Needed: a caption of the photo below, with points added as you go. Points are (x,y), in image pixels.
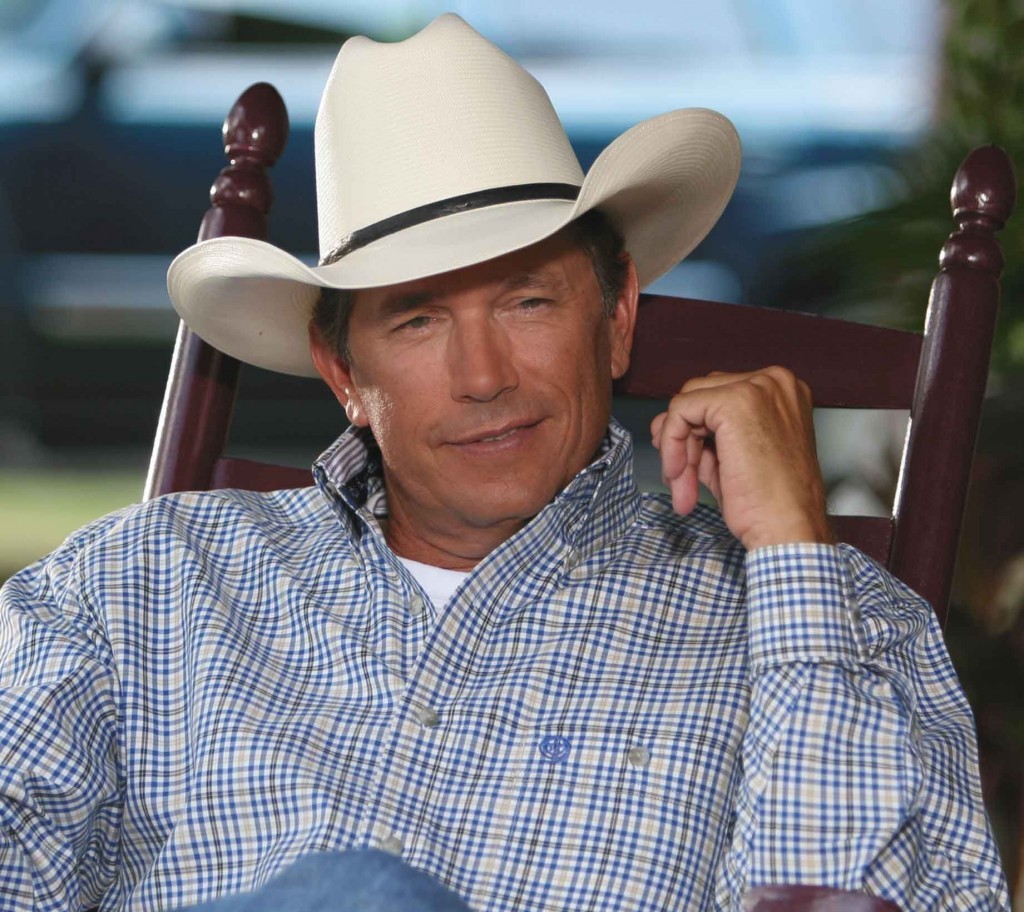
In this image I can see a man (589,690). He is sitting on the chair (774,909). He is wearing a hat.
